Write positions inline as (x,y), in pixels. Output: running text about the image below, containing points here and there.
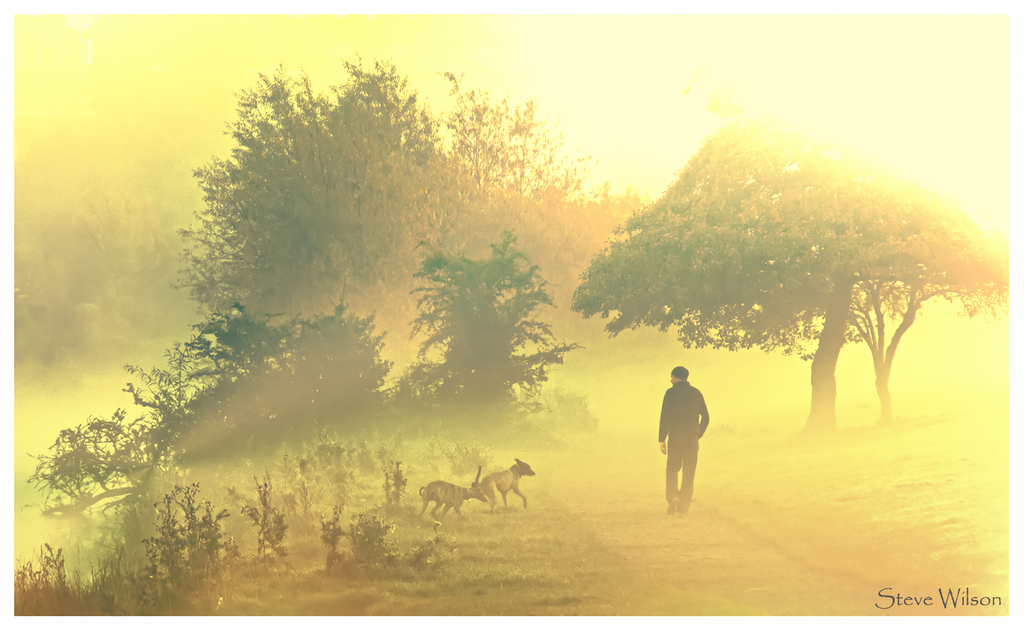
This is a painting and here we can see a person (684,506) walking and there are some animals (494,490). In the background (326,258), there are trees (482,292).
